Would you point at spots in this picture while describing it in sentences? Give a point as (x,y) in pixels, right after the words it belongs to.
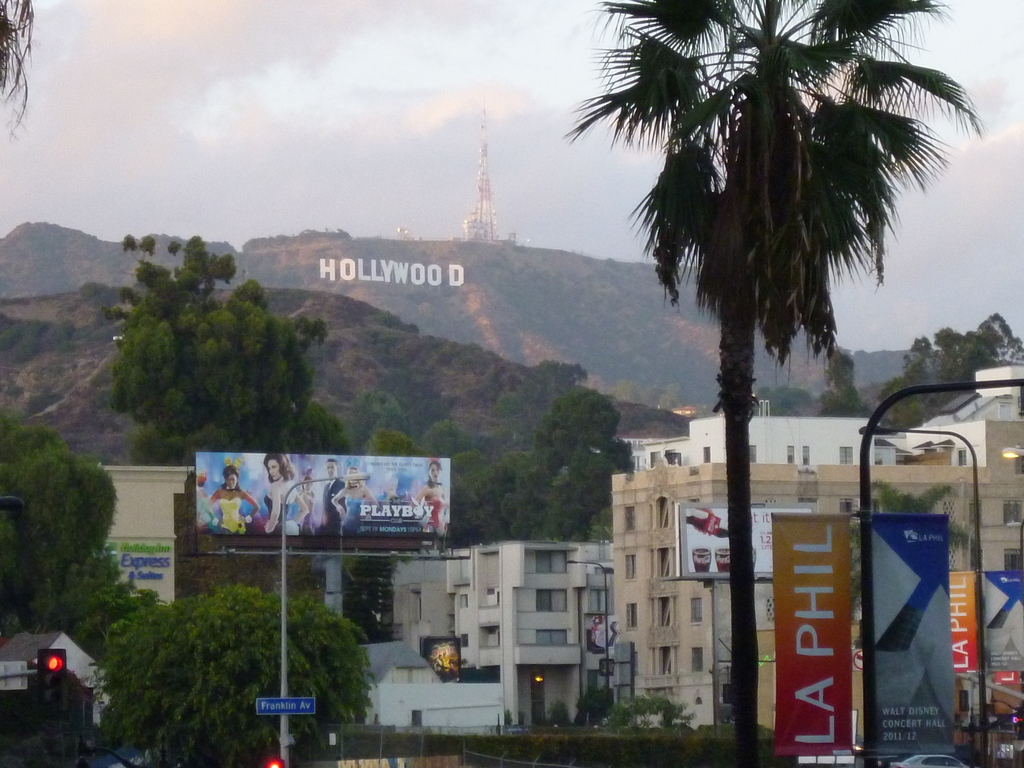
In this image there are some building (542,634) on bottom of this image (705,620) and there are some trees (486,504) in the background (501,516) and there are some mountains (411,348) at top of this image (354,243). There is one tower (485,148) is there on this mountain (476,288). There is a sky (369,96) on top of this image (422,87). There are some advertising boards (821,678) on the bottom right corner of this image (835,659) and there is a signal board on the bottom left corner of this image (42,679).
